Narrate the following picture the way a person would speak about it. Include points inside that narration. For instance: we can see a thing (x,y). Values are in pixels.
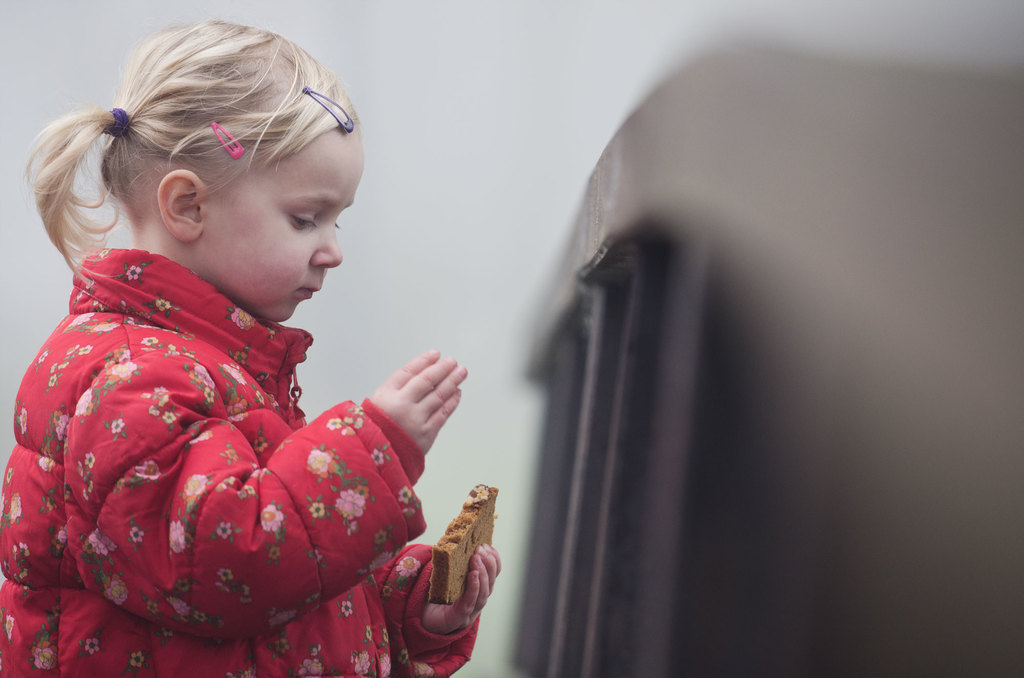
In this image we can see a child (398,570) holding a piece of bread (454,533). On the right side (708,557) we can see a barricade (621,535).
